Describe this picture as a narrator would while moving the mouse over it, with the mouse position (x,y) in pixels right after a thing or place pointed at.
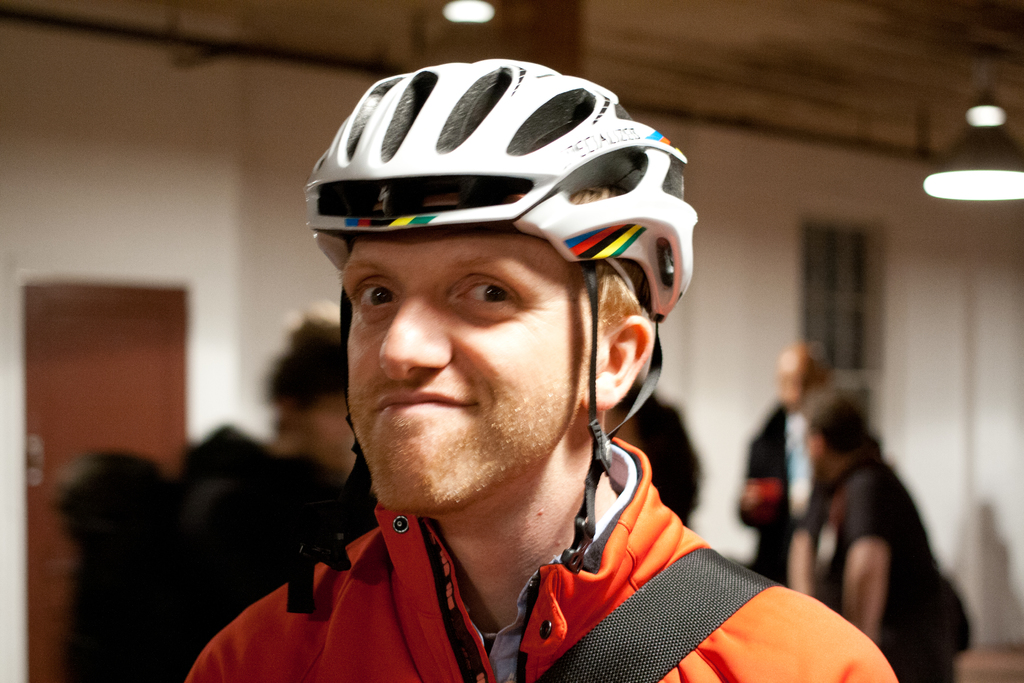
In this image I can see a person (442,536) wearing orange dress (379,624) and wearing helmet (491,139). Back I can see few people (807,560) and it is blurred.
